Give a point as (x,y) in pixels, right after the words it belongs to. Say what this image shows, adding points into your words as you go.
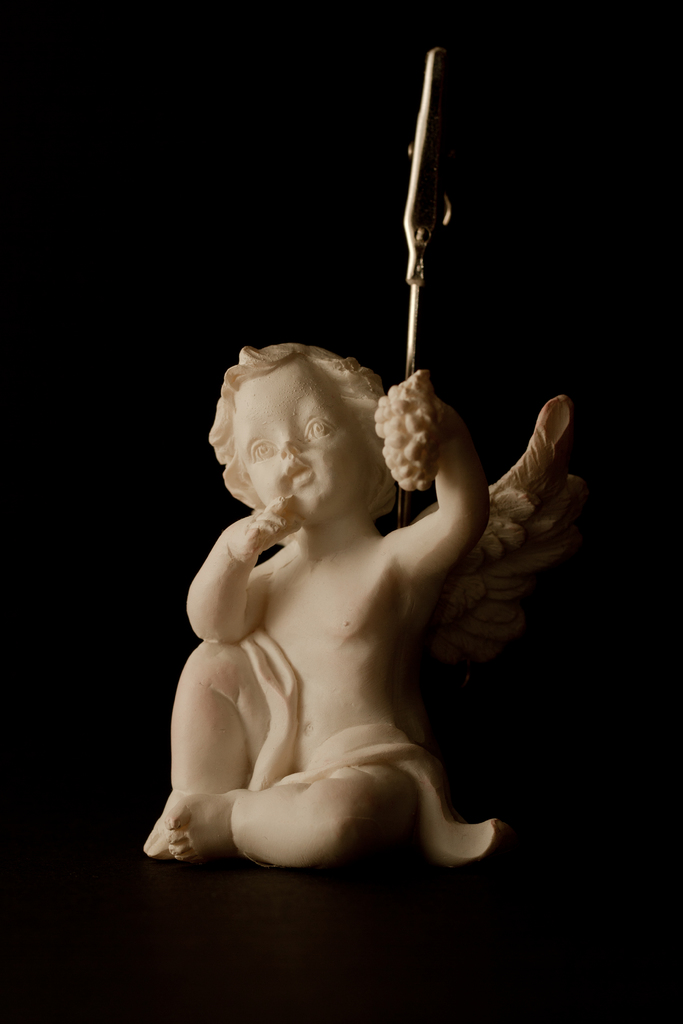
In the center of the image (311,555) we can see the sculpture (314,527).
